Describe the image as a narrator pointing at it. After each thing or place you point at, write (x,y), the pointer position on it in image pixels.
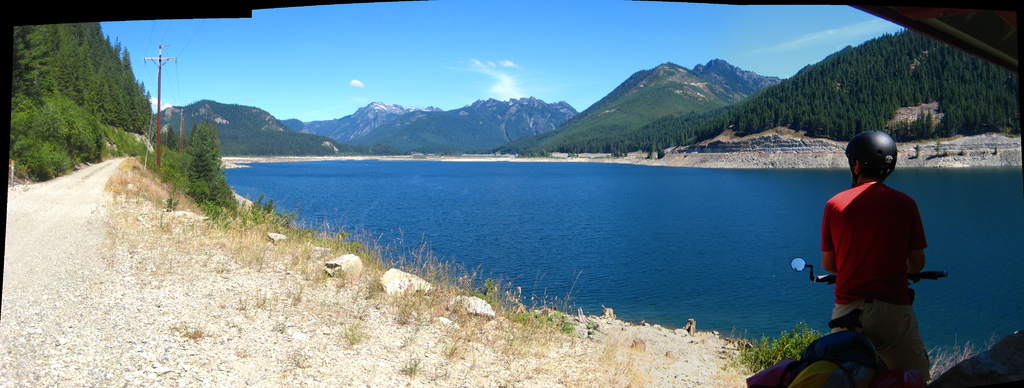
In this image I can see a bicycle (836,322) and a person (860,284) on the right side (916,208). I can see this person (889,200) is wearing a black colour helmet (893,160), a red colour t-shirt (911,205) and a pant (898,346). I can also see few things (854,347) on the back seat (854,347) of the bicycle (843,357). On the left side of this image (87,177) I can see a road (83,207), few poles (159,112) and few wires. I can also see the water (640,261), number of trees (560,140), mountains (520,119) and in the background (444,94) I can see clouds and the sky (467,54). I can also see grass (762,349) in the front side of the image (336,282).
